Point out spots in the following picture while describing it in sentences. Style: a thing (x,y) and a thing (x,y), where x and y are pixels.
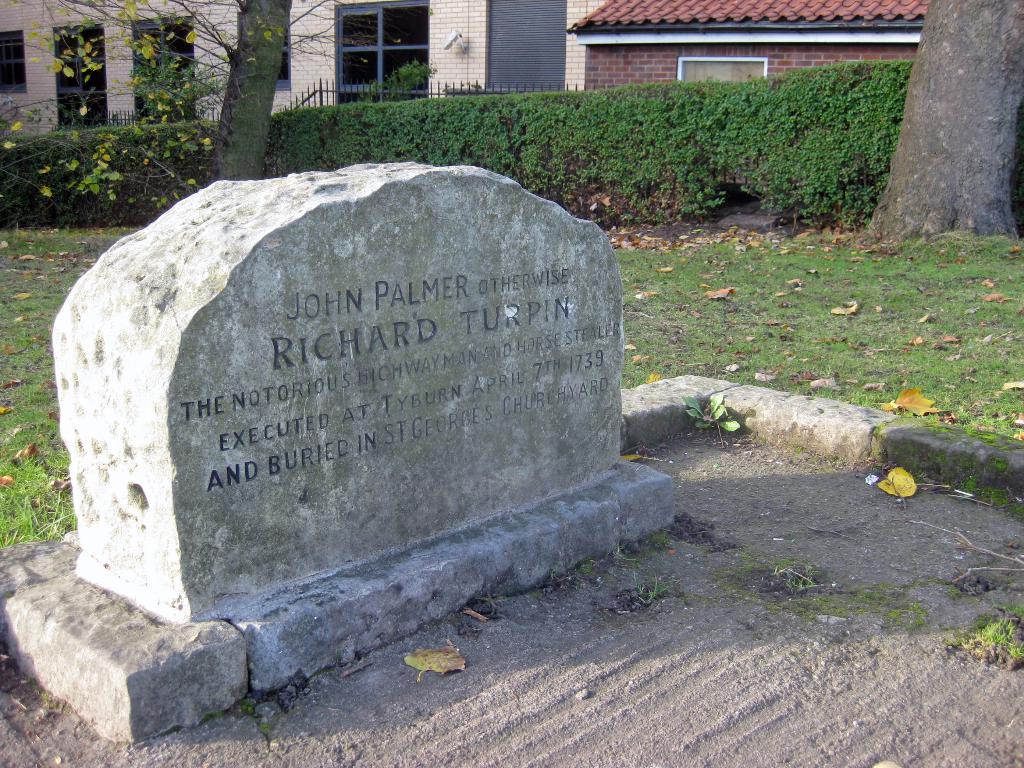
In this picture we can see a grave (494,513) on a path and in the background (157,131) we can see houses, trees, plants (365,125).
